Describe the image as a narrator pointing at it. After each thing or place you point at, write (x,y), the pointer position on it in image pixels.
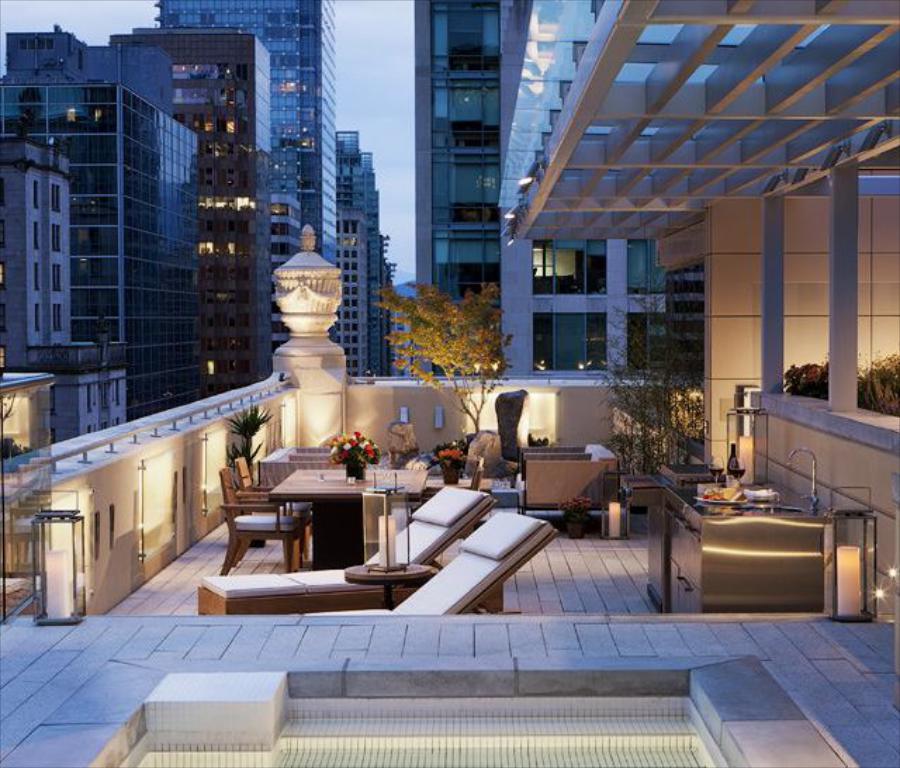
In this picture we can see building (452,146) and in front (305,451) here is a top of building (347,411) where we have tables (321,493), chairs (228,490), trees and on table (364,481) there is flower vase (373,449) and i think this is a swimming pool (453,749) and above building (183,4) we have sky (364,93).
